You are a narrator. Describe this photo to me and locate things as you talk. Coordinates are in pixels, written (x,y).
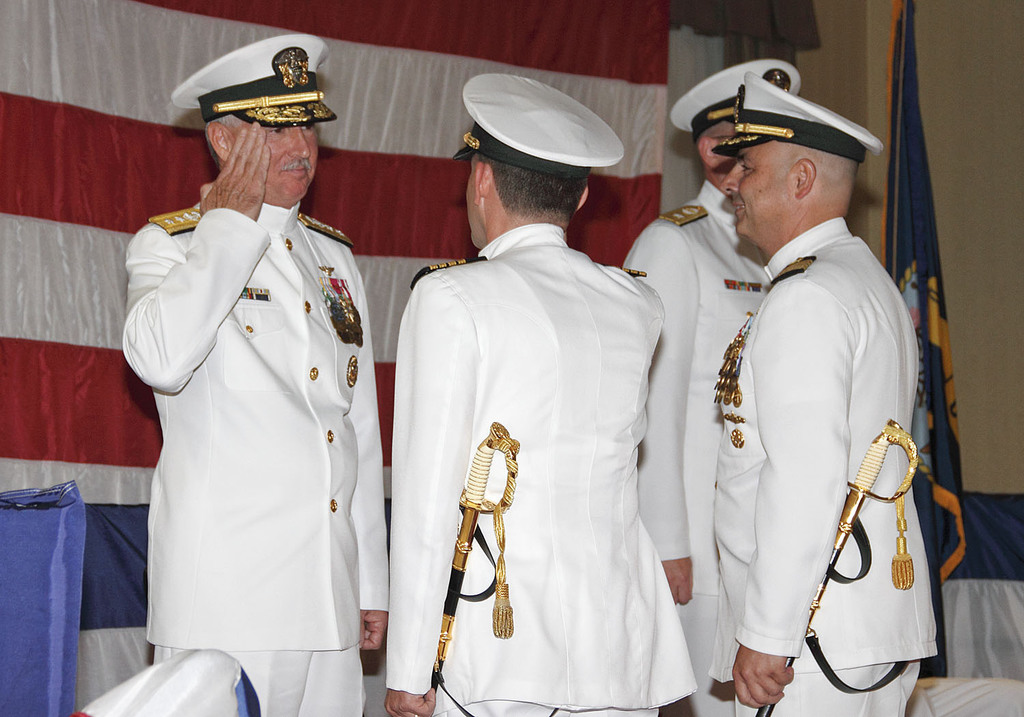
In this image we can see a group of people (435,469) standing. On the backside (651,152) we can see some flags (656,185) and a wall (959,157).
